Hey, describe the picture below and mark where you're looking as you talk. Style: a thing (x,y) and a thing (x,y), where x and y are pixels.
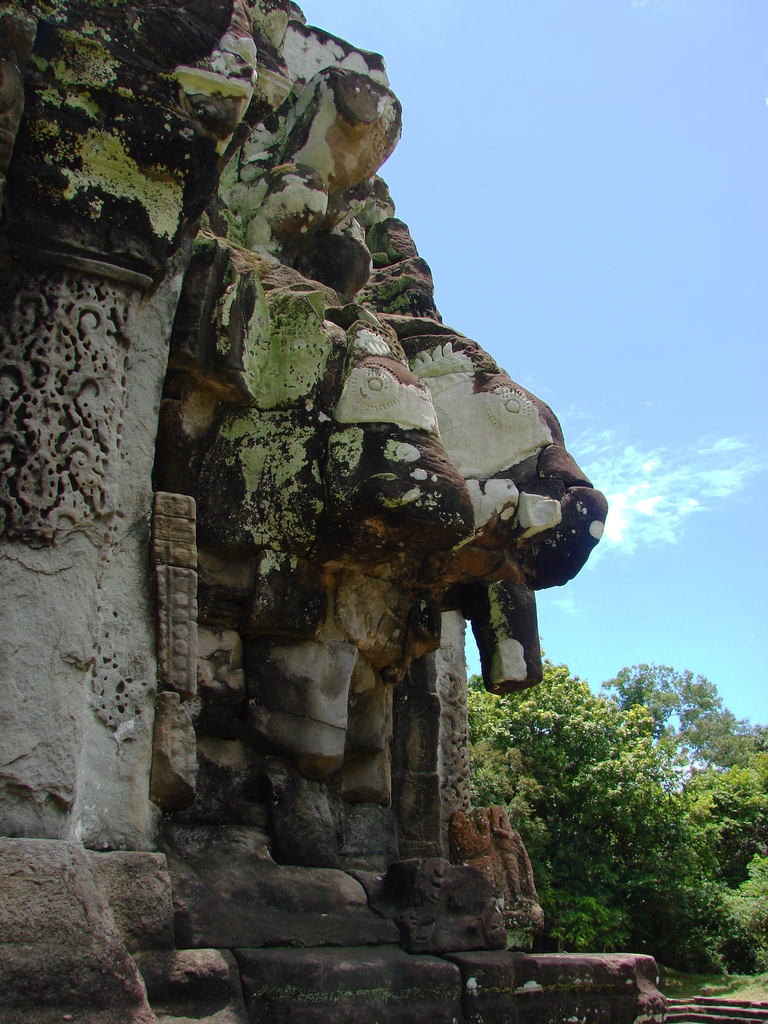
On the left side (227,309), there are sculptures (208,180) on a wall (352,909). In the background (501,757), there are trees (663,761) and there are clouds (598,442) in the blue sky (556,107).
